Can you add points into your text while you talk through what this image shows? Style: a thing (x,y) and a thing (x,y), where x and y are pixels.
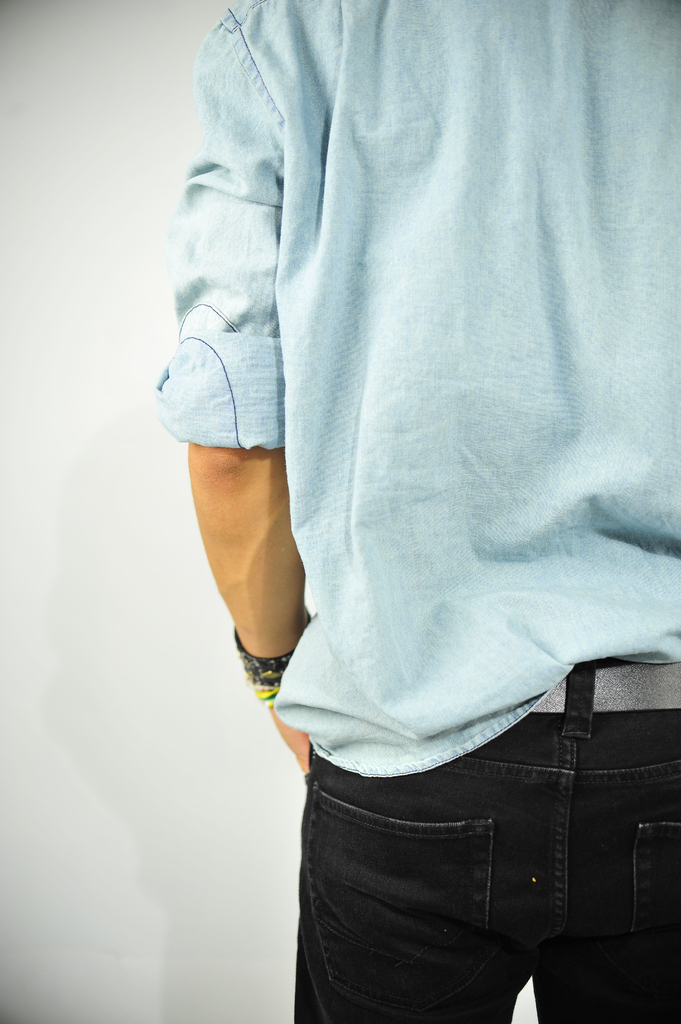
In this picture I can see a person (286,292) standing in front (244,210) and I see that the person (318,547) is wearing blue shirt (314,275) and black jeans (372,975) and I see the white color background (78,38).
